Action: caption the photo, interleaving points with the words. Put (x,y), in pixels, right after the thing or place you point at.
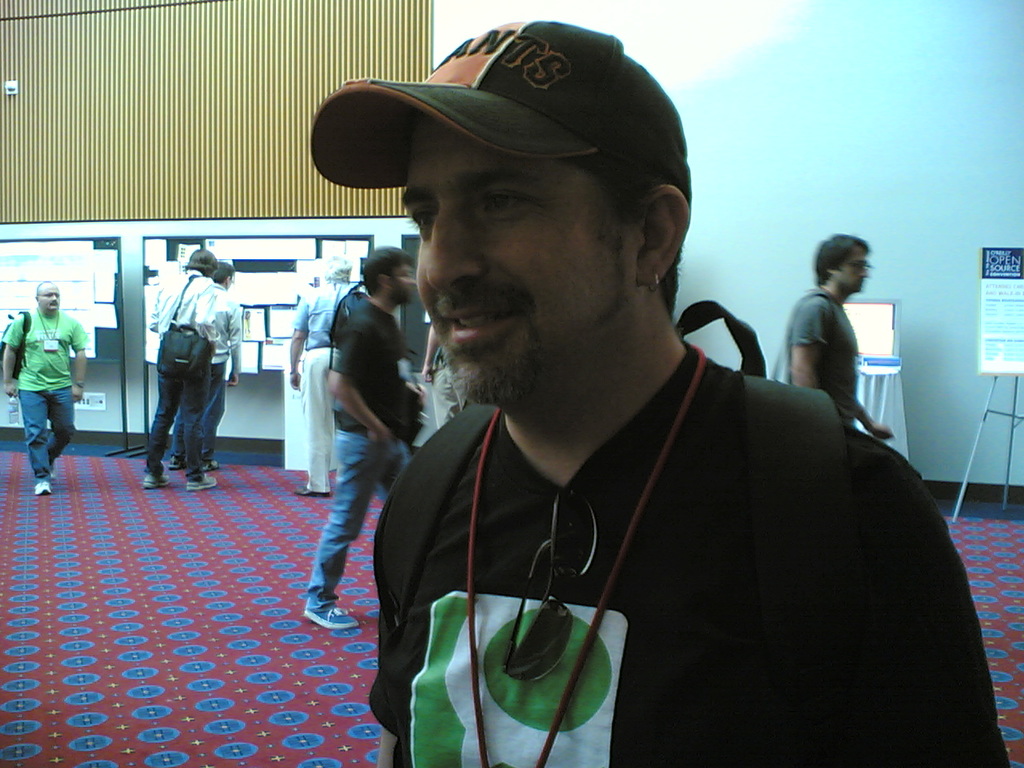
This image is taken indoors. At the bottom of the image (178,681) there is a floor (129,537). In the background (712,57) there is a wall (673,87) and there is a blind (148,136). There are three boards (76,271) with many papers (63,285) and posters (107,299) on them. A few people (361,357) are standing on the floor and a few are walking. On the right side of the image (885,322) there is a monitor (883,342) and there is a board (1003,302) with a text (993,353) on it on the stand (971,456) and there is a man (839,299). In the middle of the image (616,390) a man (600,589) is standing on the floor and he is with a smiling face (496,326).
